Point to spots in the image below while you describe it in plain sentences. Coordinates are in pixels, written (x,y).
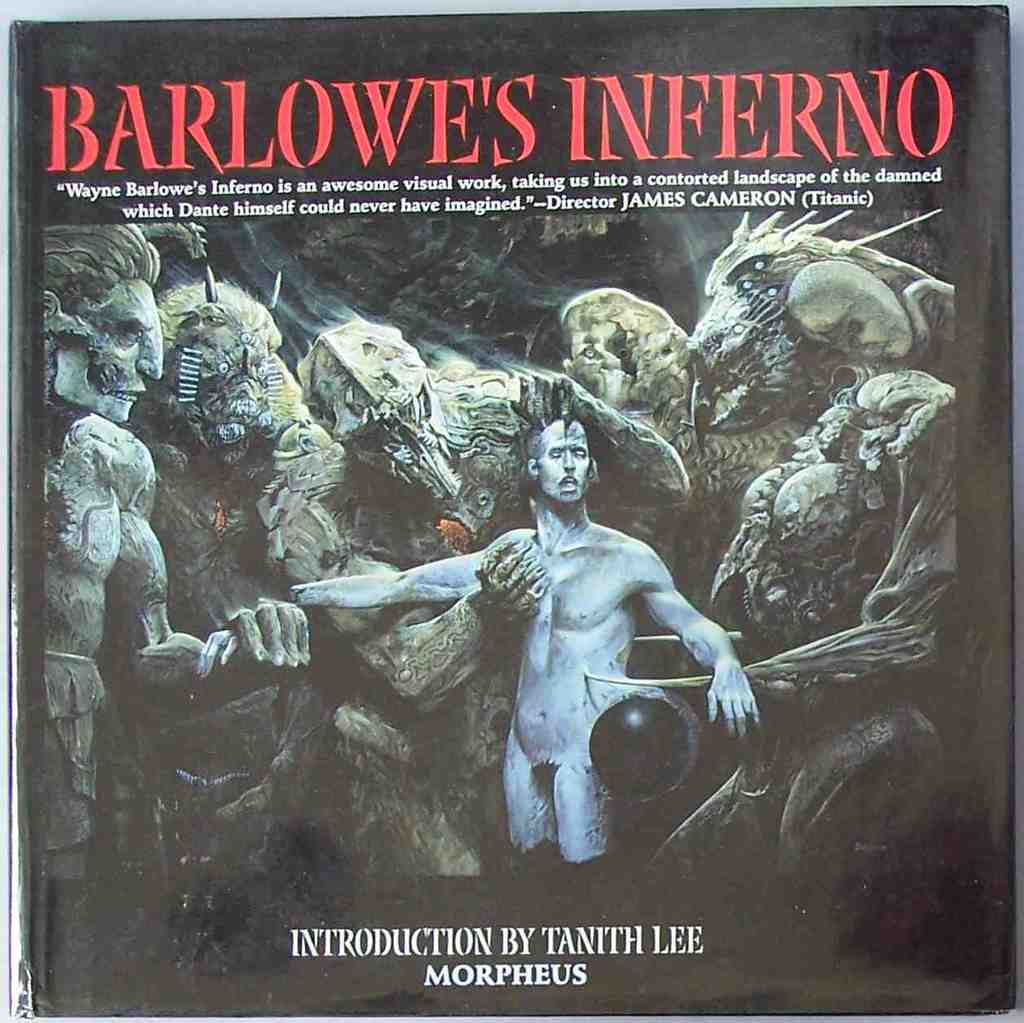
This is a poster, in this picture we can see people (558,413) and some text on it.
